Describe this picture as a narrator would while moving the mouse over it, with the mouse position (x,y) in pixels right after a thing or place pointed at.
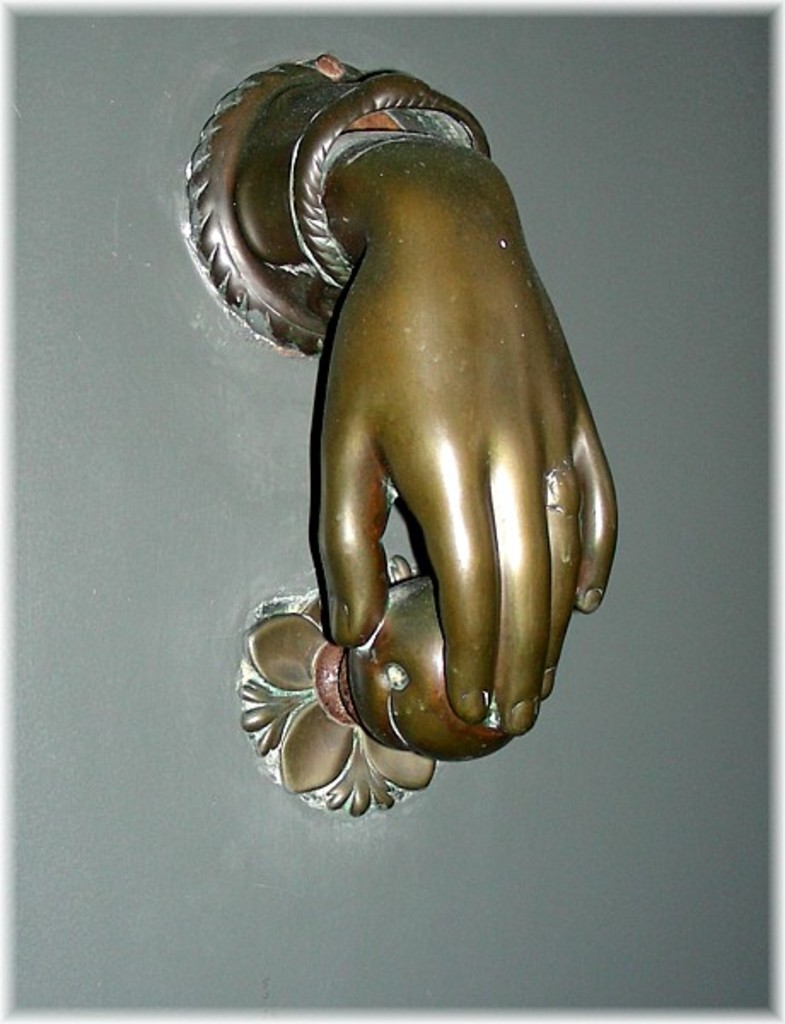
In this image we can see a statue (480,403).
